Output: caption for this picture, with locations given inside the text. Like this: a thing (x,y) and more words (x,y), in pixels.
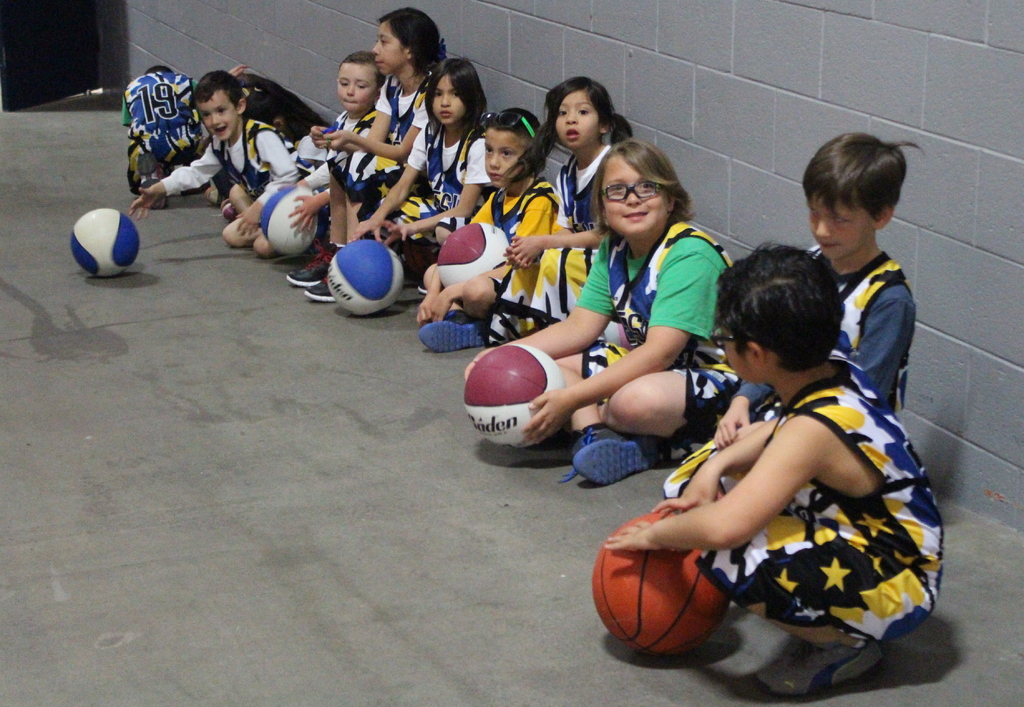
In this picture we can see some kids (523,264) are sitting, some of them are holding balls (289,236), in the background (220,102) there are two kids (163,96), on the right side (838,107) we can see a wall (918,107).
